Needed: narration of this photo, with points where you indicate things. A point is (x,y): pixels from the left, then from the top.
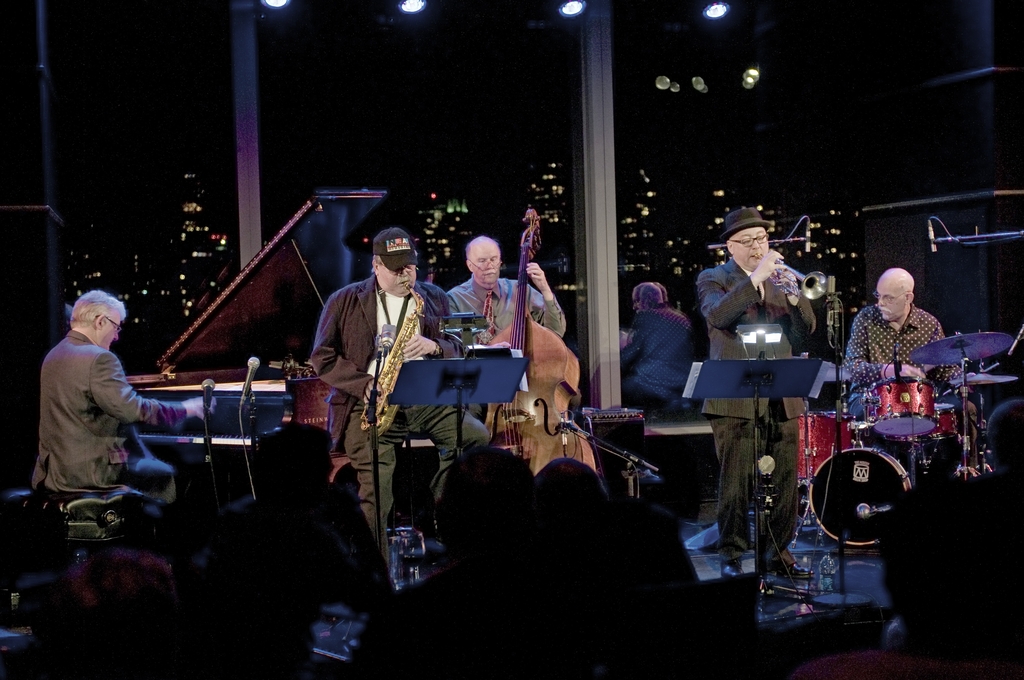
In this picture we can see there are some people (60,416) standing and some people (424,415) are sitting and the people (351,356) are playing some musical instruments (565,343). Behind the people (384,303) there are glass windows (403,60) and behind the window (144,154) there are buildings (550,164) and at the top of the people (493,345) there are lights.
